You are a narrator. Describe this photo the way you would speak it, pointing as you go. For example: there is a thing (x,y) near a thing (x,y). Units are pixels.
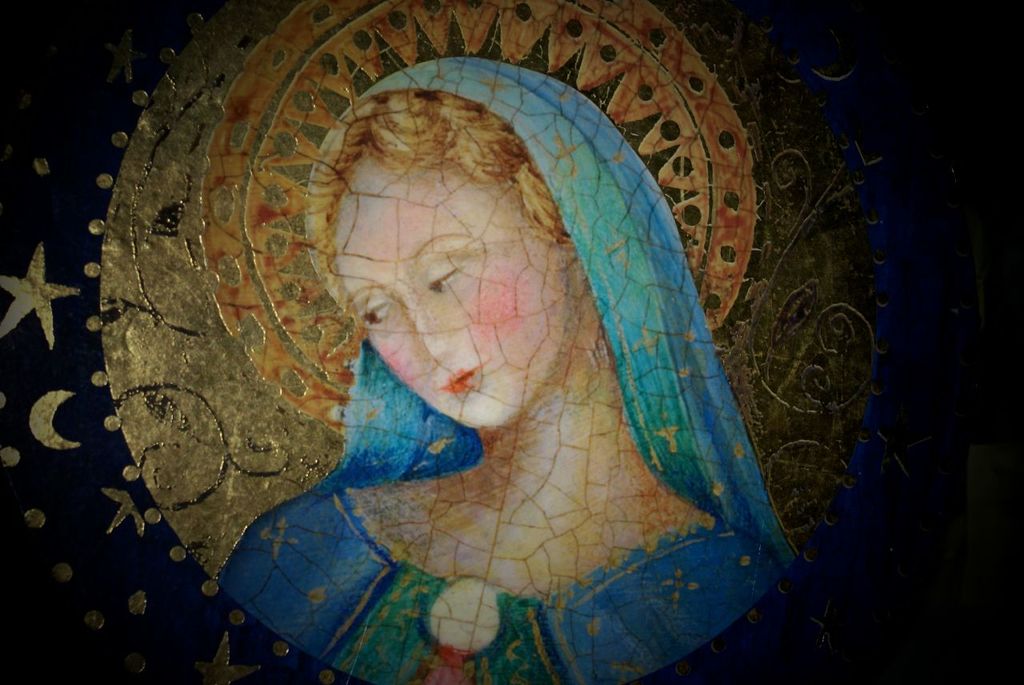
In this picture, we can see woman (365,559), stars (221,639), moon (40,436) and some designs (229,486) are on the blue surface (58,479).
